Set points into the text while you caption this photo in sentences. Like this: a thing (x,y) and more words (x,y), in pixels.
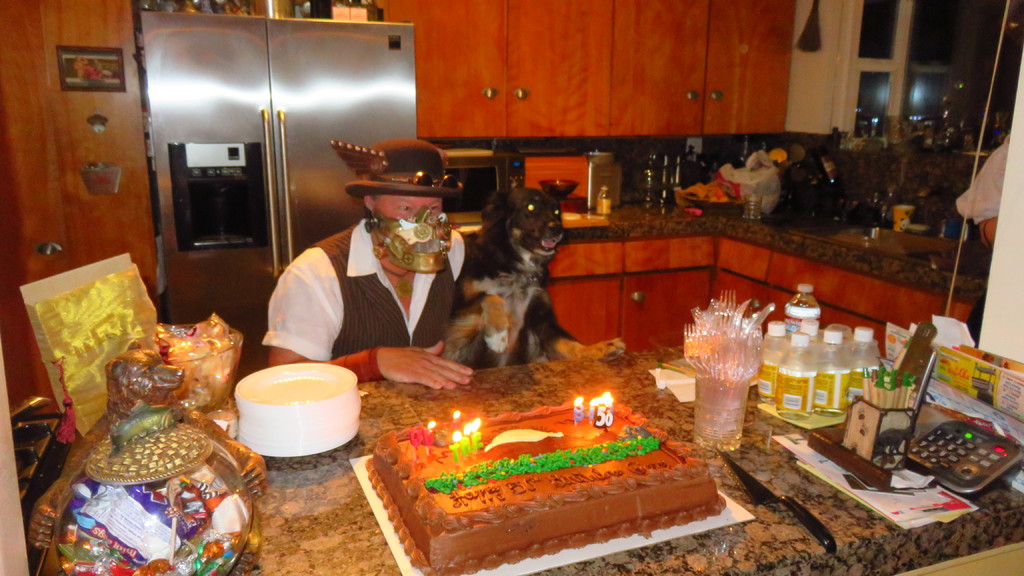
In this image, we can see a person (407,281) and an animal (486,318). We can see the kitchen platform (738,214) with some objects (962,323) like a cake (636,434), a few bottles (781,380) and some food items (167,492). We can also see the wall (832,44) and some cupboards (554,101). We can see some windows (917,22) and a metal object (187,91).
